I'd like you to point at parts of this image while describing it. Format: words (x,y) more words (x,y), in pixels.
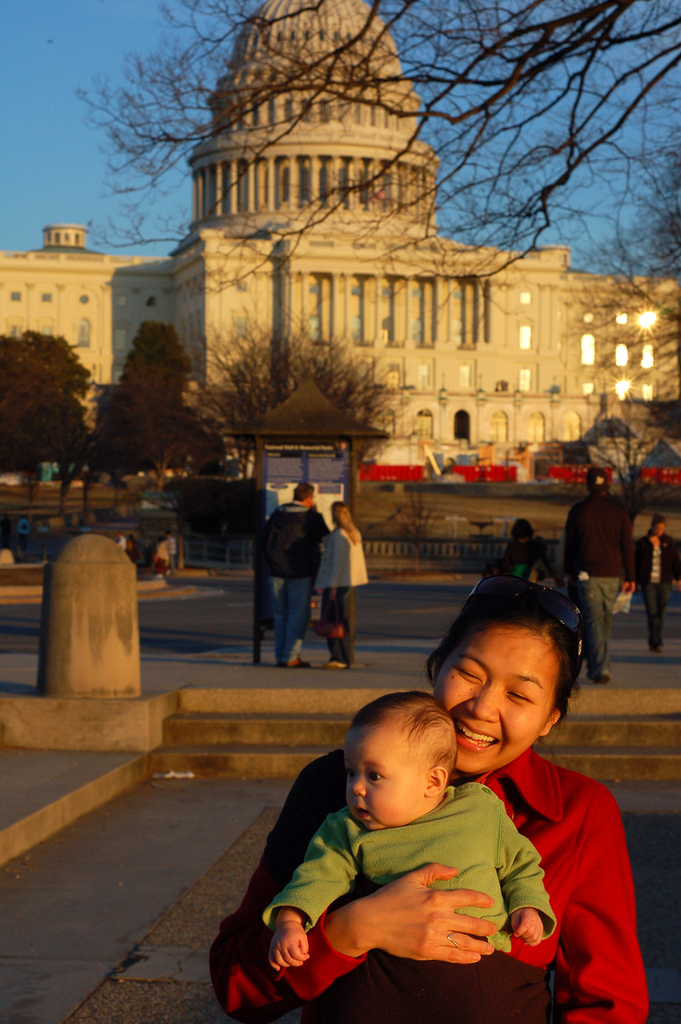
In the center of the image (410,545) some persons (342,524), board (304,461), trees (18,467), building (508,425), wall (492,486) are there. At the bottom of the image (511,868) a lady (558,914) is holding a kid (345,836). In the middle of the image (301,668) stairs (258,723), ground (170,654) are there. At the top of the image (111,88) sky (118,27) is there.
